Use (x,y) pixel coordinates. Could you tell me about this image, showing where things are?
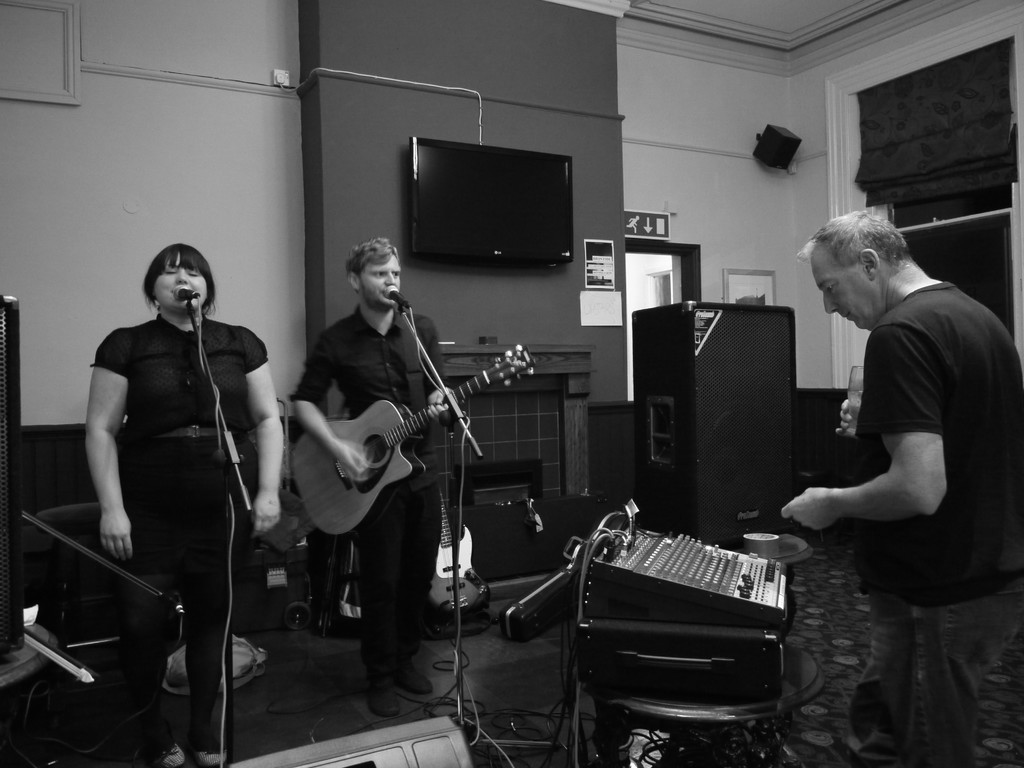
There are three people (392,326) in a room (314,321). They are standing and they are playing a musical instrument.
